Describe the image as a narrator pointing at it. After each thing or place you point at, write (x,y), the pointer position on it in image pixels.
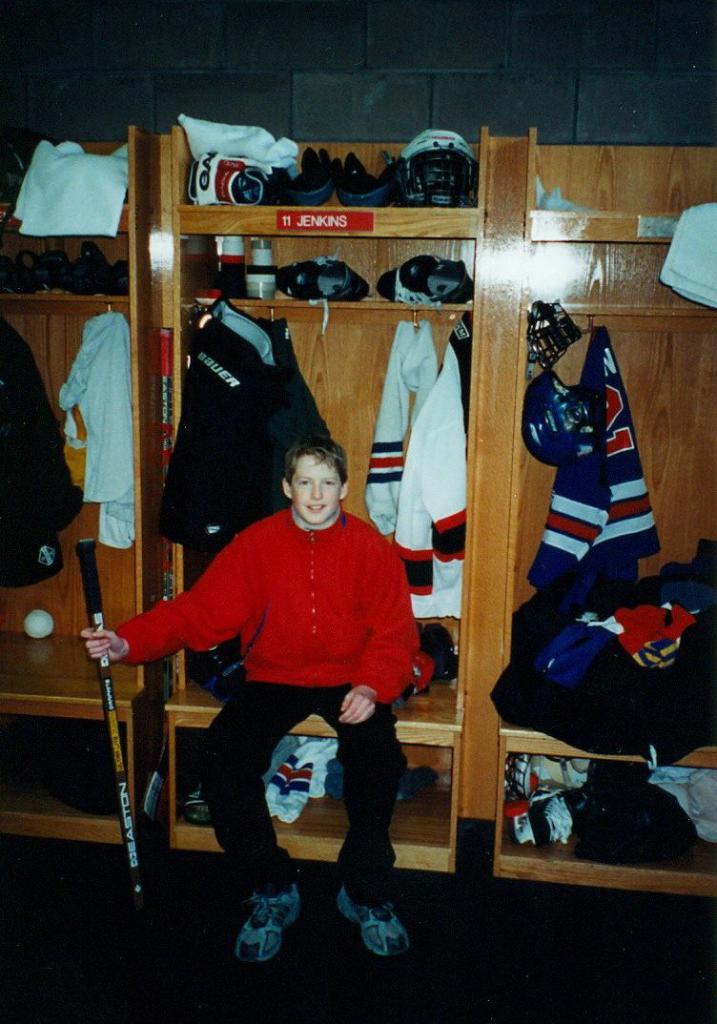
In this image I can see the person (254,728) with red and black color dress (245,771) and holding the stick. In the background (39,601) I can see the cupboard (104,573) with many clothes (94,462) hanged to the hook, gloves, helmet (447,132) and few more clothes (290,743). And I can see the grey color background (415,119).
